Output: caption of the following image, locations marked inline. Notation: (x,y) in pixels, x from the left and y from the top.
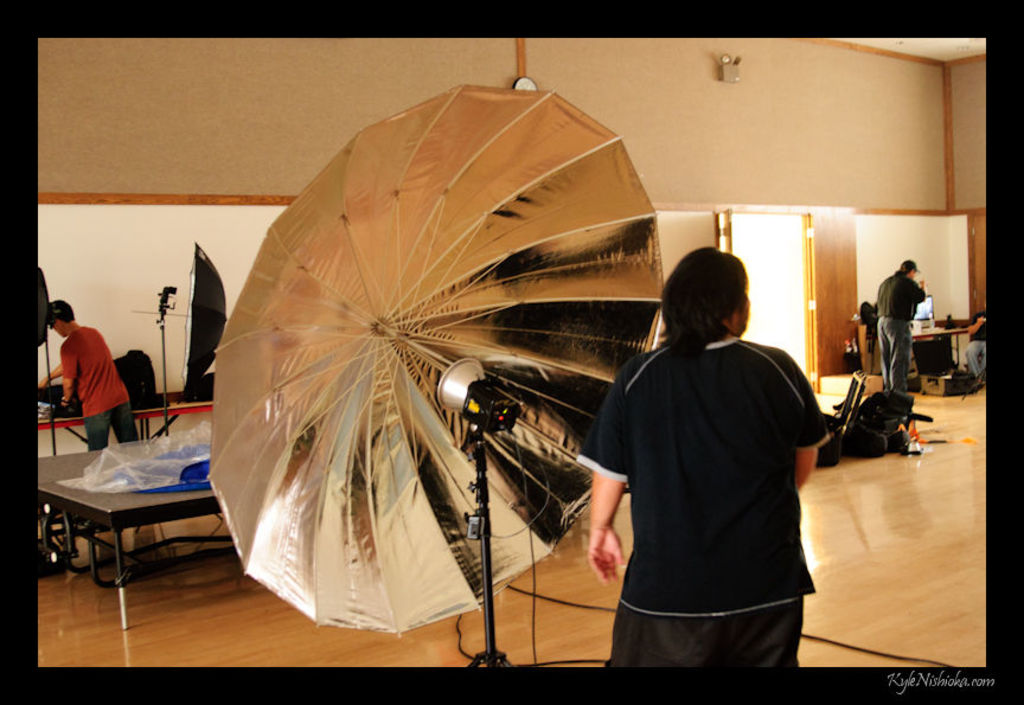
In this image in the foreground (687,492) there is one person (697,511) standing, and beside the person (743,471) there is an umbrella (542,488), light (504,401), pole (482,439) and wall (941,269). In the background (94,331) there are some lights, tables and some persons (71,378), bags (909,401), umbrella (207,352) and also some plastic covers (138,466). At the bottom (258,604) there is floor (914,602) and on the floor (914,602) there are some wires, and in the background (839,310) there is a wall (800,124) and some doors (828,279).
